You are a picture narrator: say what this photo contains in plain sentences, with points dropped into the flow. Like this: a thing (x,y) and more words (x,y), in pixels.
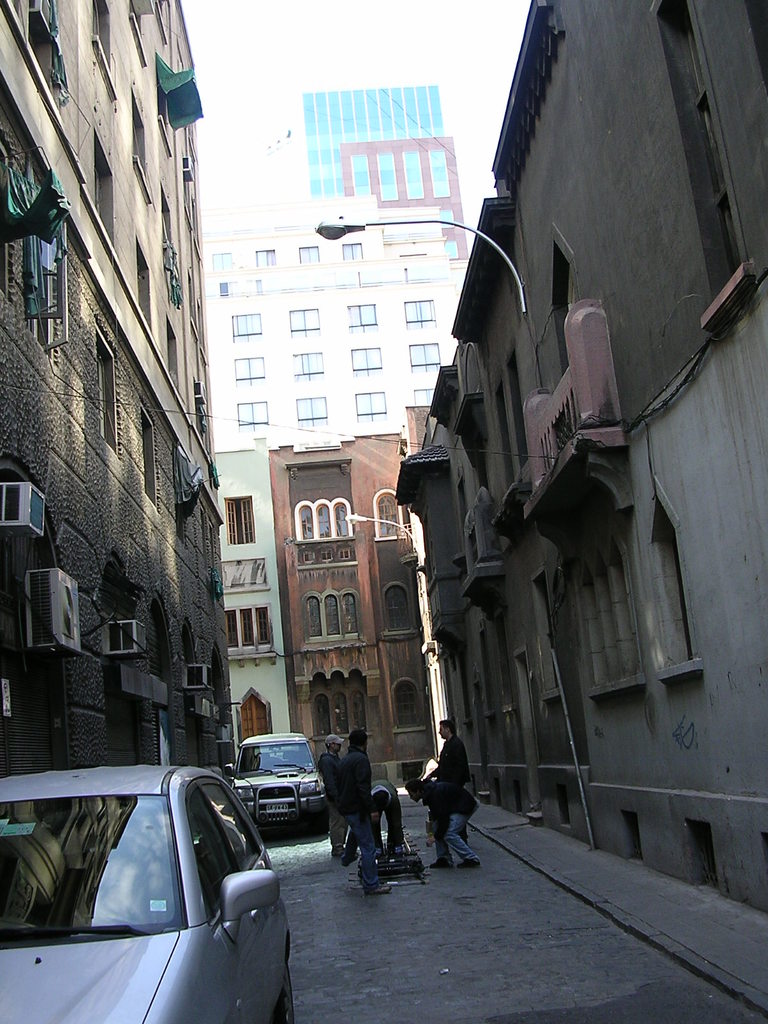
In the center of the image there are few persons (361,746). There are two cars (213,773). At the left side of the image (214,549) there is a building (19,603). In the background of the image (229,433) there is a building (426,316). At the right side of the image (591,812) there is a building (721,296) with a street light (513,268) on it.
